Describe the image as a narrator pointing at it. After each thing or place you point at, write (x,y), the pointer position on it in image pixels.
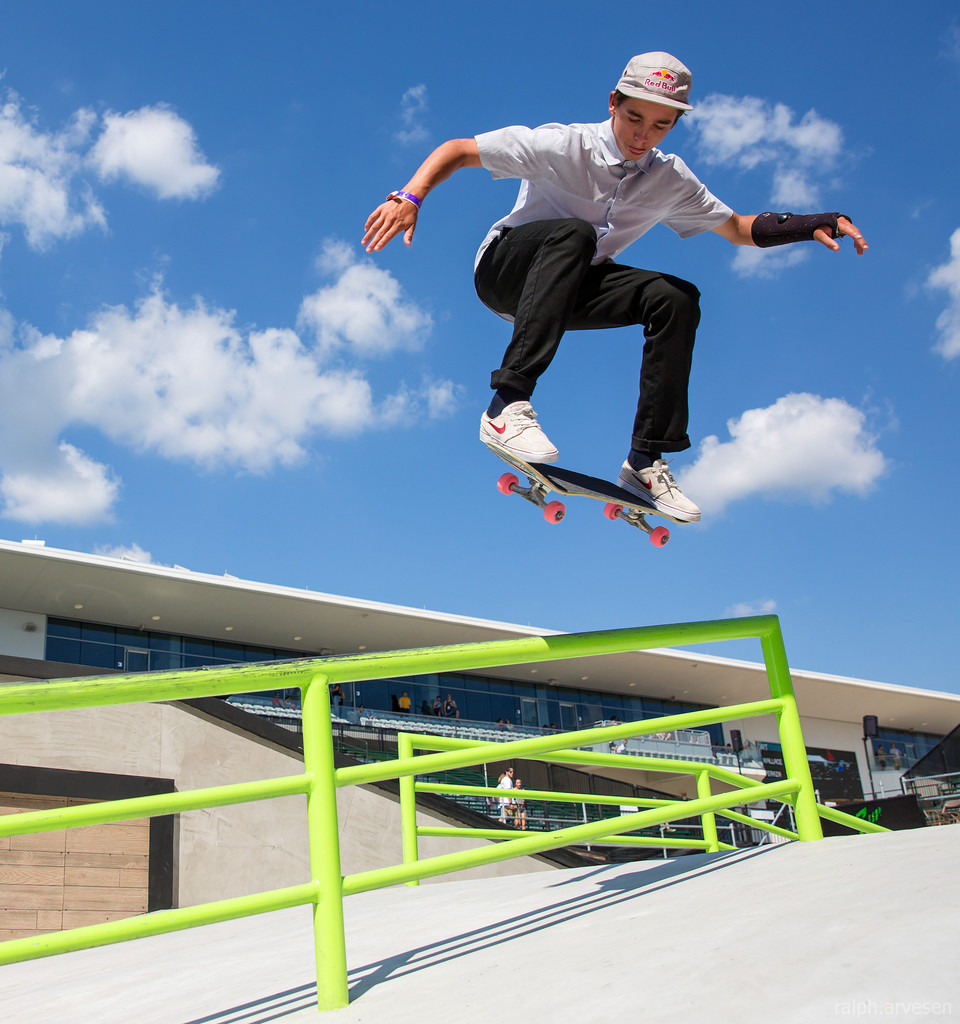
In this image I see a man (605,220) who is wearing shirt (607,224), black pants (557,289) and a cap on his head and I see that this man (548,443) is on the skateboard (605,489) and I see the green color railing (547,753) over here. In the background (581,668) I see the building (519,680) and I see few people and I see the cloudy sky (394,316) and I see the path (601,896) over here.
